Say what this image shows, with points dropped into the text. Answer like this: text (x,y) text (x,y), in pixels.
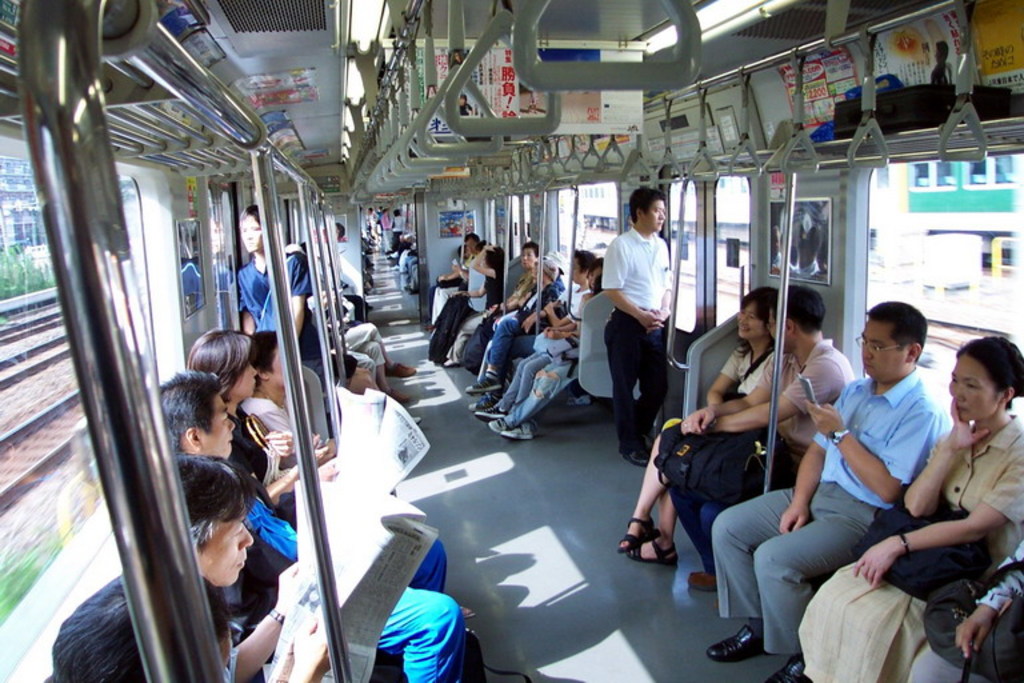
In this image I can see inner part of train (565,232) and few people (345,302) are sitting on the seats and holding newspaper (392,436). I can see few handles (585,66) and poles (787,237). I can see few papers (948,38) are attached to the wall (695,99). I can see a railway track (37,459) and trees (1,264).
